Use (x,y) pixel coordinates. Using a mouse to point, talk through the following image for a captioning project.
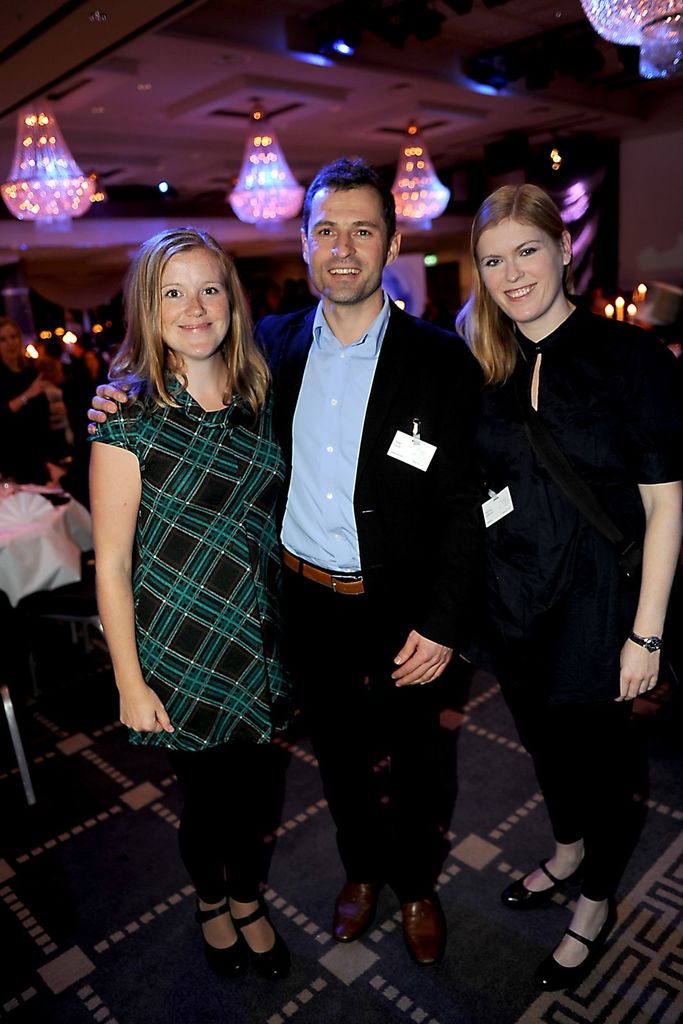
As we can see in the image there are chandeliers (41,110), few people (74,361) here and there and people (398,577) in the front (282,583) are wearing different color clothes (347,452).
